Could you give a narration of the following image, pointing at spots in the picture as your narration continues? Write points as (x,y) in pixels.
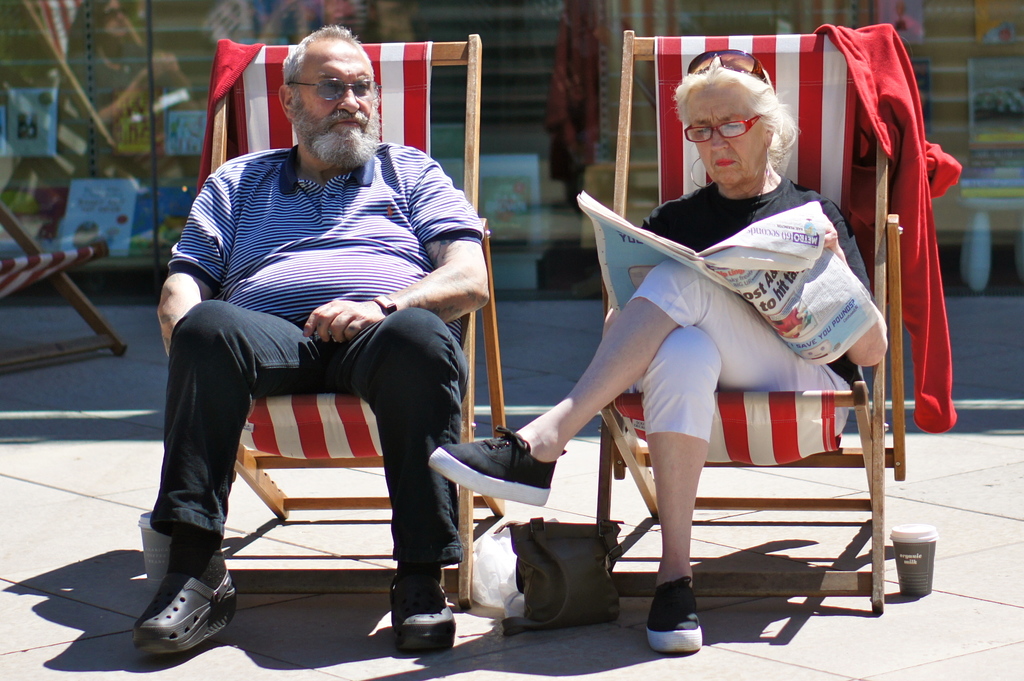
In this image, we can see a man (206,354) and a woman (748,305) sitting on the chairs (312,417), in the background (86,103), we can see a wall (111,88) and there are some posters (1008,74) on the wall (166,30).
